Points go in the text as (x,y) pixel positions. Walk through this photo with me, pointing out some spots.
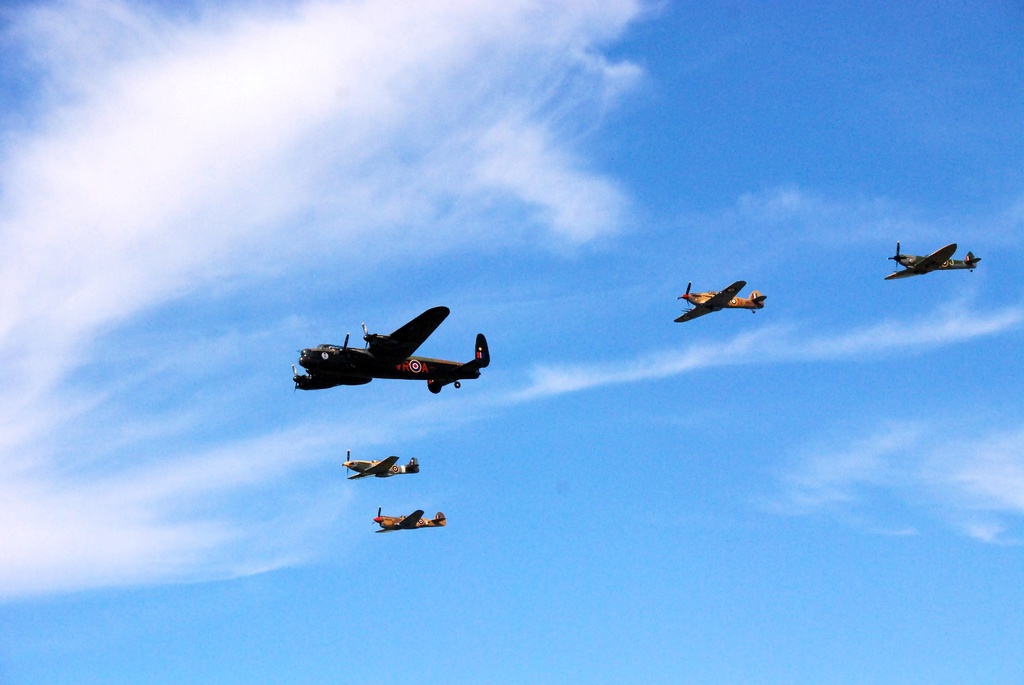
In this image we can see aeroplanes (398,366) in the air (607,286). In the background (714,240) we can see sky (905,143) and clouds (453,164).
